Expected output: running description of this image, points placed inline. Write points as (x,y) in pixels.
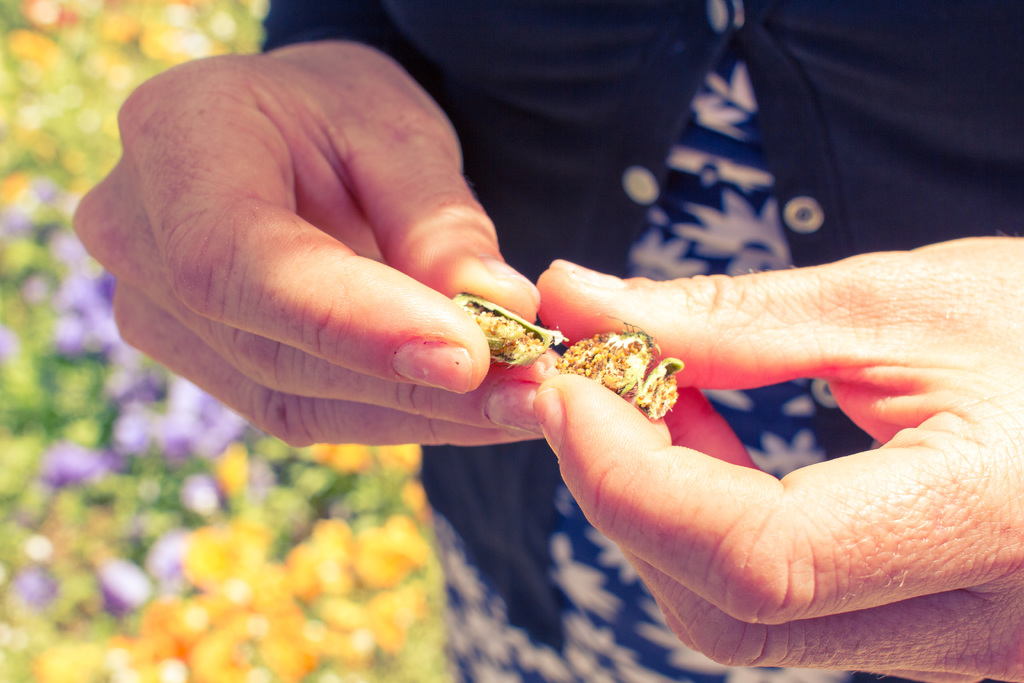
In this image we can see there is a person (654,274) holding something, beside him there are plants (106,458) and flowers (129,15).
